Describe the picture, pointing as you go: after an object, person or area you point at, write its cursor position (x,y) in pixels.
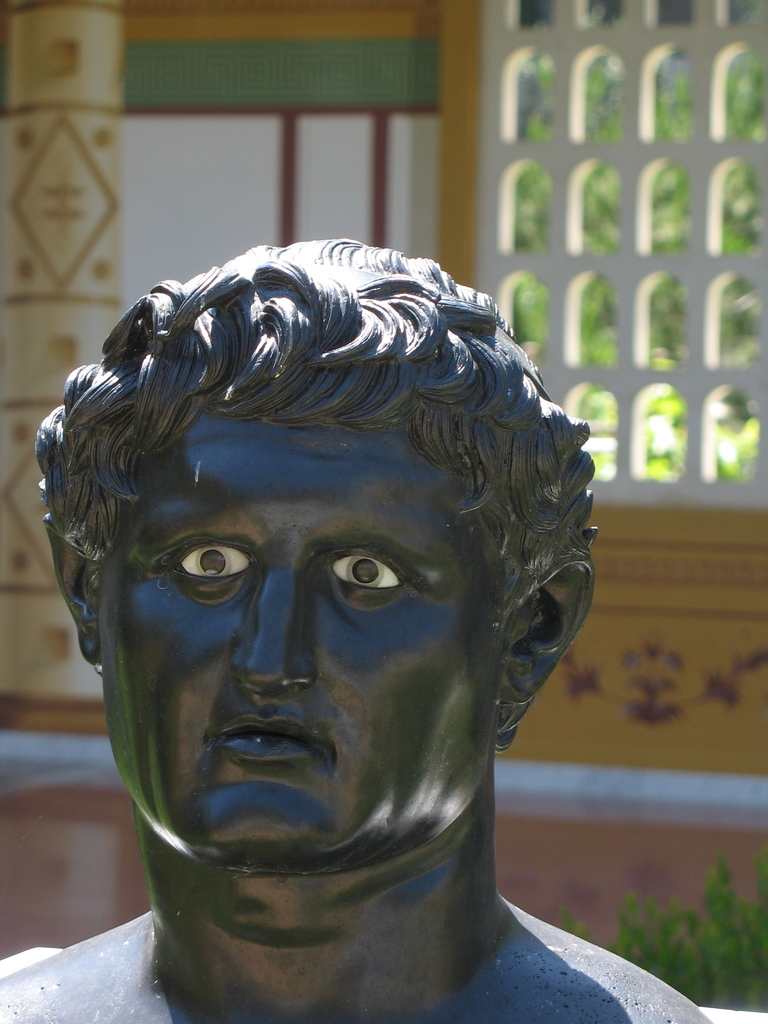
We can see sculpture (119,467) of a person (92,574). In the background (107,35) we can see designed wall (597,604), green leaves (722,921) and window (594,331).
